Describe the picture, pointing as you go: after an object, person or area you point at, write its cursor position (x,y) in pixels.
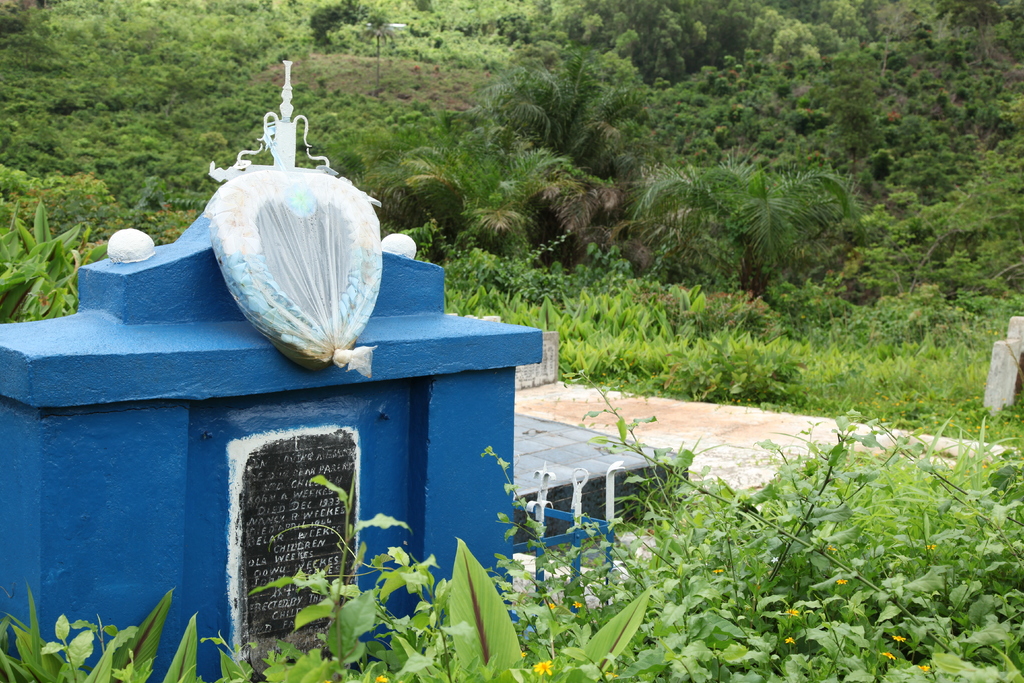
In this picture there is a bouquet (281,321) on the tomb (244,414). Here we can see many plants (857,247) and this is the grass (927,378). And we can see the flower (544,661) here.
